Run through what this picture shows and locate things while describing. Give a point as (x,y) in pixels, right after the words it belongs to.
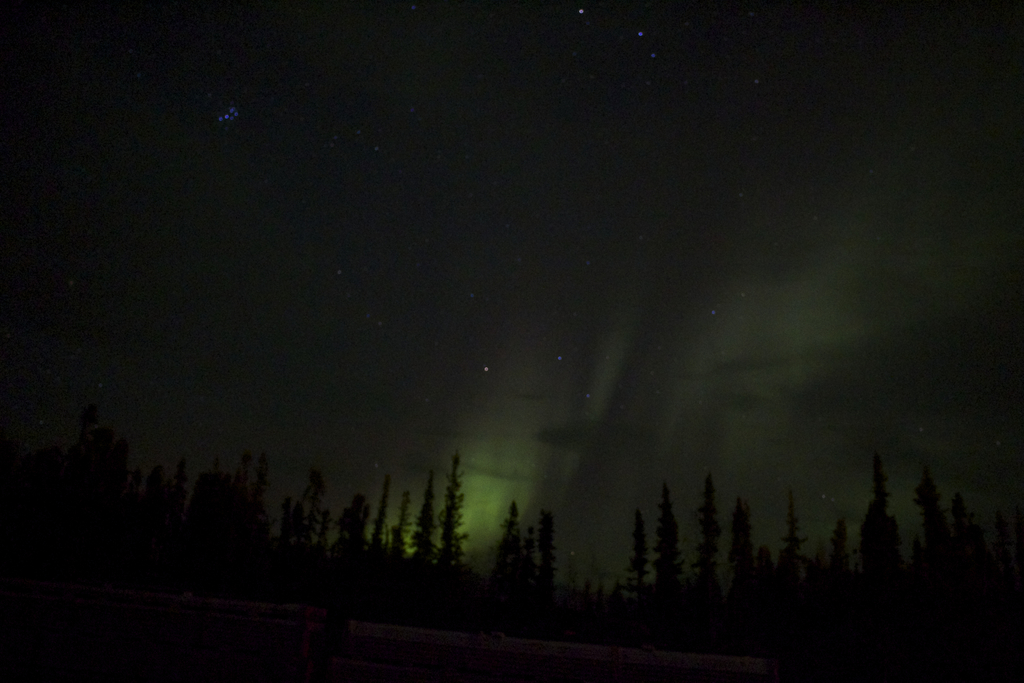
In this image we can see a group of trees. We can also see the sky (789,319) with some stars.
